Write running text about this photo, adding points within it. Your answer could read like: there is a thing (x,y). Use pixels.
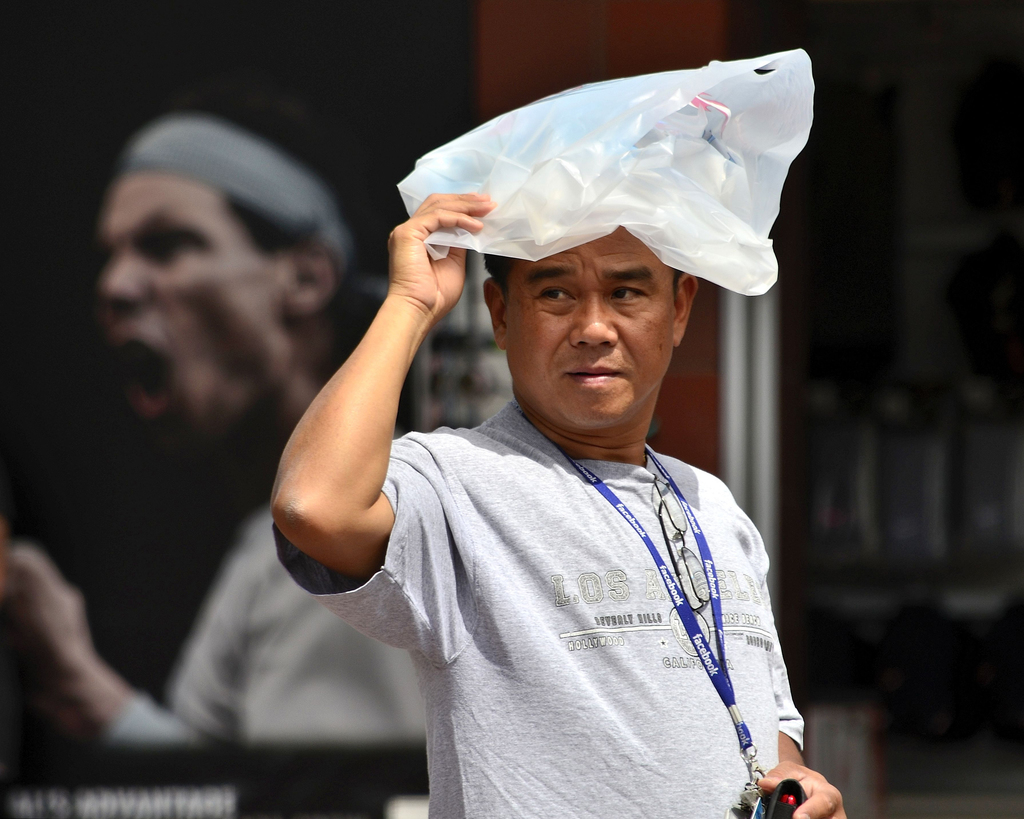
In the foreground of this picture (586,383) we can see a person (621,693) wearing t-shirt (737,654), holding some objects (599,169) and seems to be standing. In the background (217,275) we can see the depiction of a person (113,705) and the text (96,795) on the poster (314,106) and we can see some other objects (897,466).
